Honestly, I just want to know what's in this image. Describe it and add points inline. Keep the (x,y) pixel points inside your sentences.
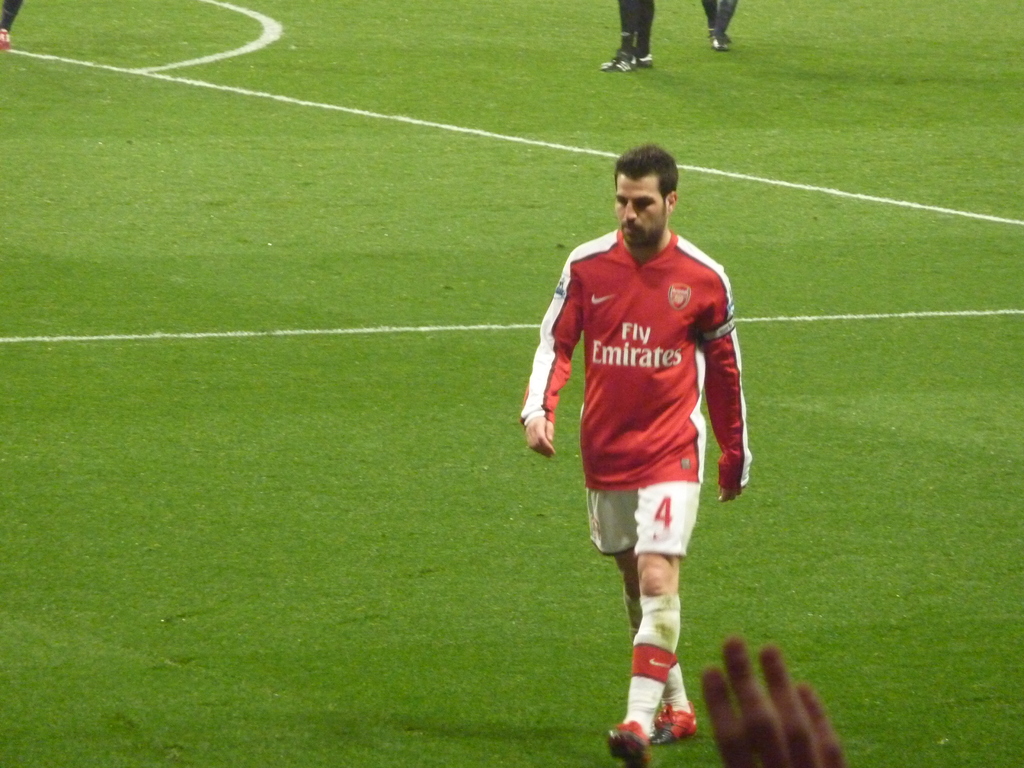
In this image I can see a person (635,498) walking and he is wearing white and red color dress (670,489) and shoes (667,717). Back I can see few people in the ground (305,236).
